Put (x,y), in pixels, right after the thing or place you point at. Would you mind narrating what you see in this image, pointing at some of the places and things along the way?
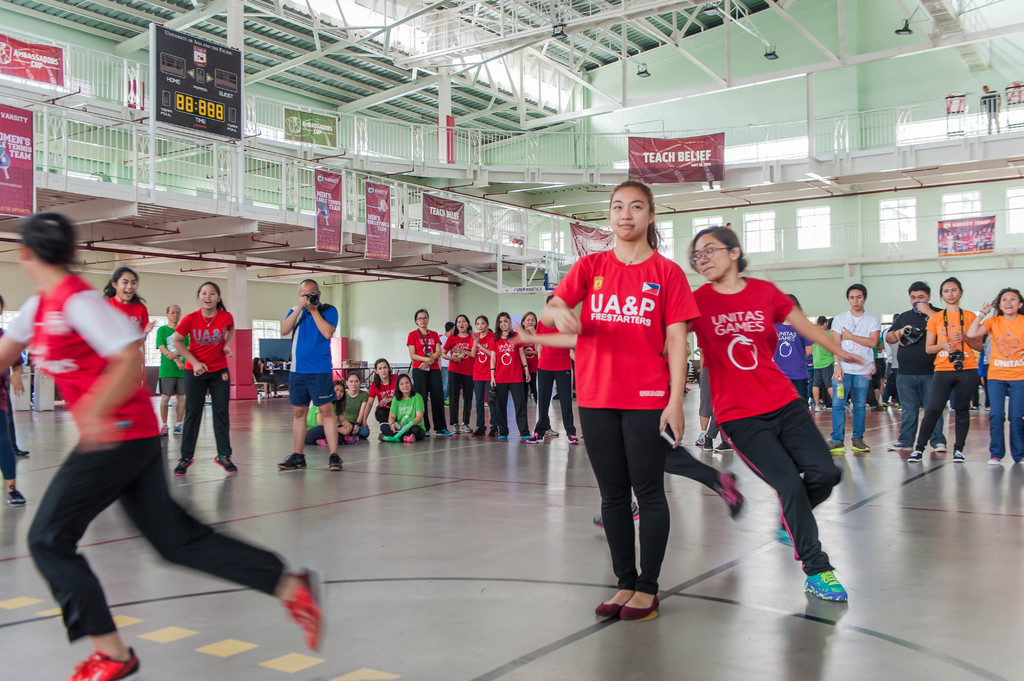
In this picture I can see group of people (931,332) standing and sitting. There are iron grilles (418,229), banners (12,68), lights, score display board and some other objects (728,23).
